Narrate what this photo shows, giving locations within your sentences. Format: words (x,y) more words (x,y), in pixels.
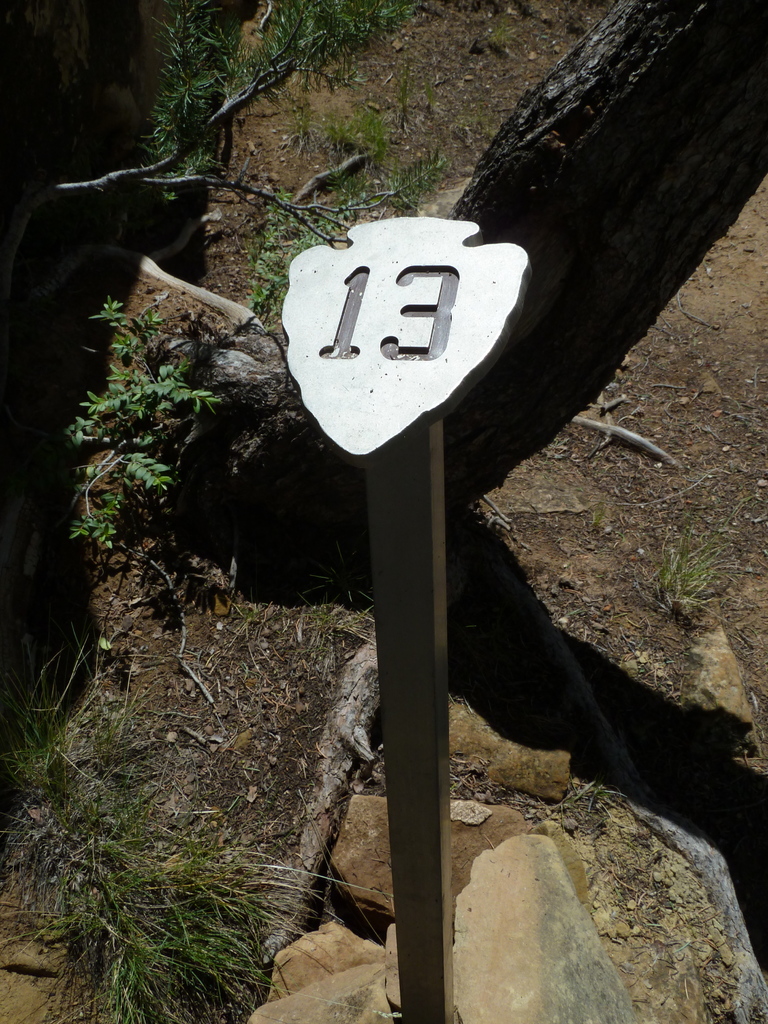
In the center of the image (332,364) there is a pole (405,1009). In the background (325,626) there are rocks (366,869) and we can see grass (167,916).
